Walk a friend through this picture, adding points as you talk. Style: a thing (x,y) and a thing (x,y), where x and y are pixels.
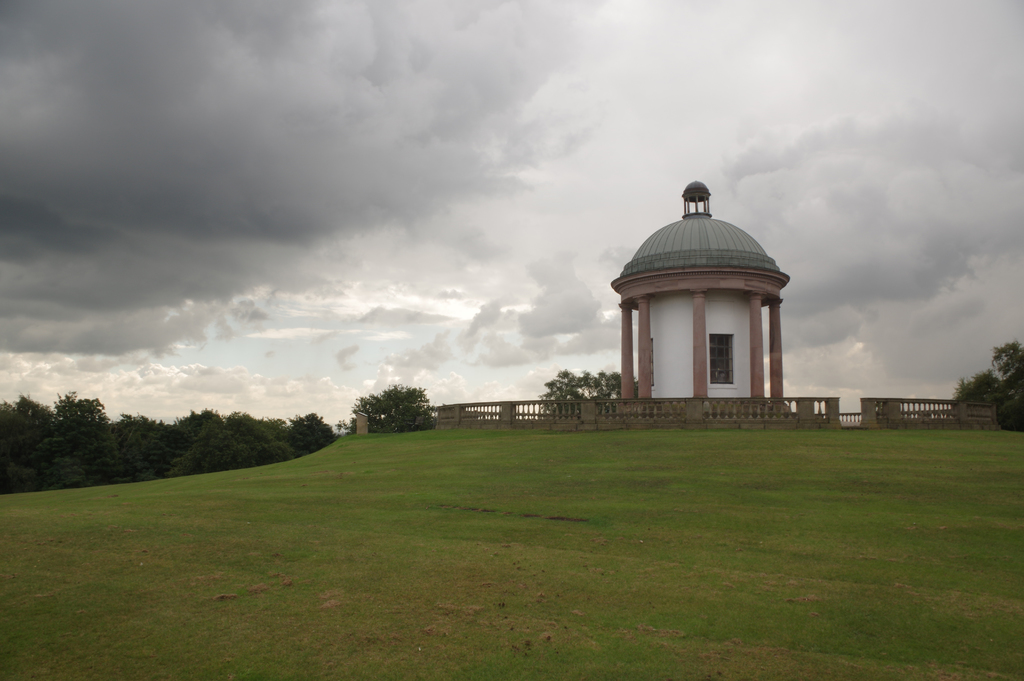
In this image I can see the ground (416,638), some grass (545,550) on the ground (626,511), few trees (247,458) which are green in color, the railing (534,414) and a building (716,340) which is white, brown and green in color. In the background (846,146) I can see the sky (579,124).
